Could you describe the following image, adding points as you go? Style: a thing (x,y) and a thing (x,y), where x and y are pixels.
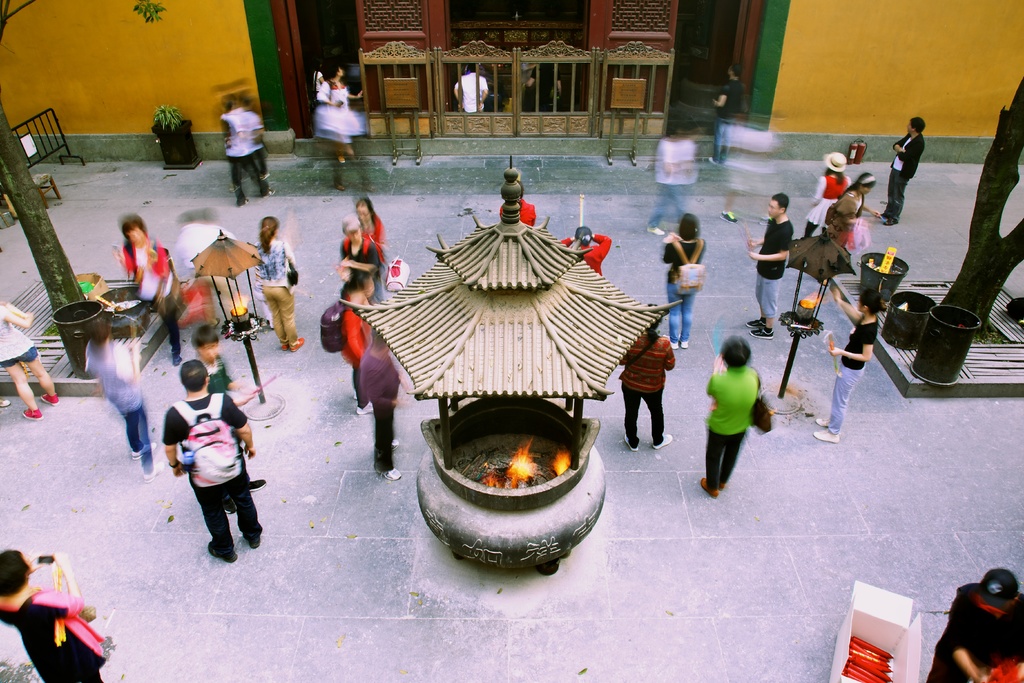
In the center of the image (491,351) we can see fireplaces (407,353). In the background of the image (466,81) we can see some persons (343,274), trees (23,189), drums (110,320), bins (912,320), barricade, plant (176,117), wall (174,89). At the bottom of the image (625,554) we can see floor (683,637) and box (877,629). In the background of the image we can see blur image of a person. At the top of the image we can see fire extinguisher (861,158).
